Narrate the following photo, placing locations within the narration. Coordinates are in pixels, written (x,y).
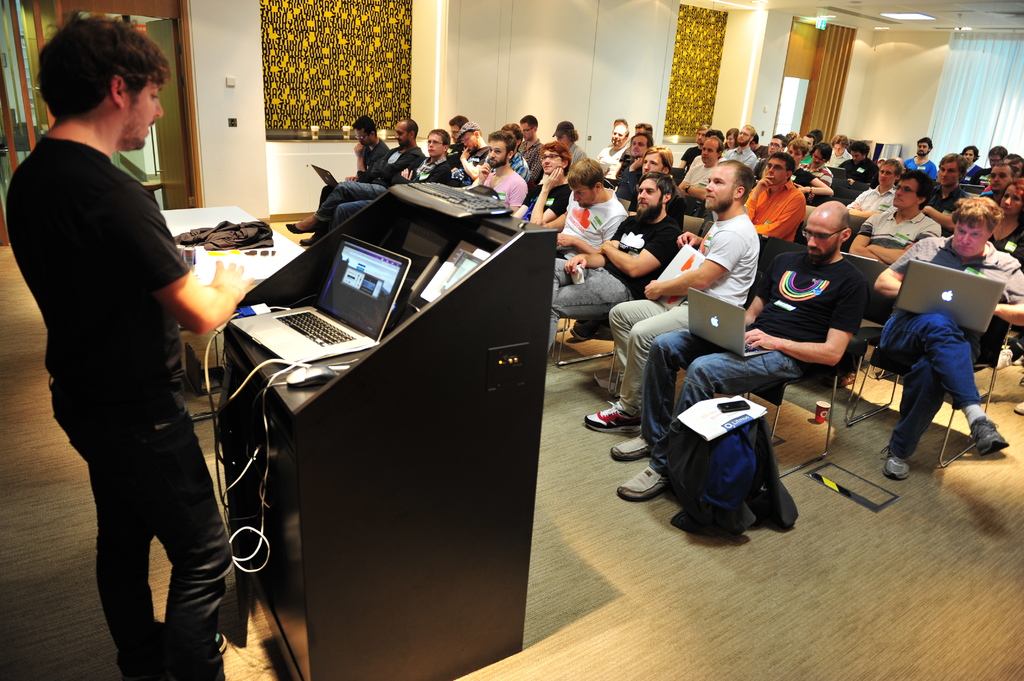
In the picture I can see a person (145,323) standing. On the right side of the image (756,369) I can see people (809,357) holding the laptops (697,317). On the left (311,350) and right side of the image (711,321) I can see laptops (723,314), bags (751,479), wires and some other objects (734,428). In the background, I can see doors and windows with curtains (944,97). At the top of the image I can see the lights (761,8).
